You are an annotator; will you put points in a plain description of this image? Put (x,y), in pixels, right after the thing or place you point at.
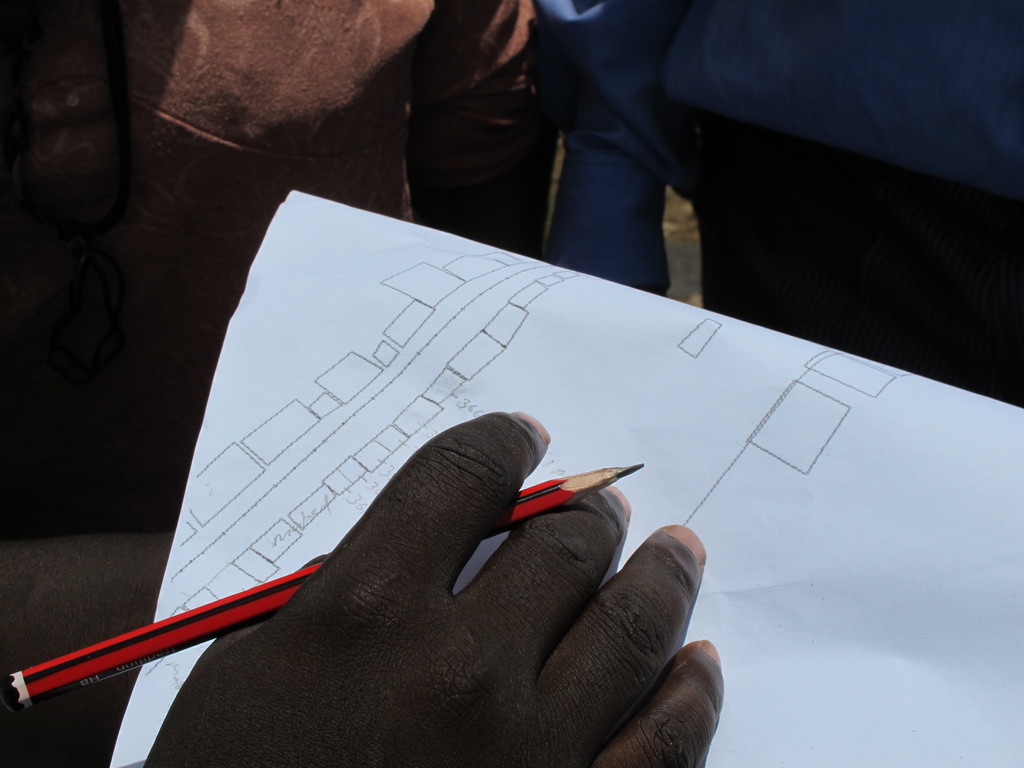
There is a person's hand (543,522) holding a pencil (567,491) on a paper (499,394) in the foreground (609,424) and there are people (606,171) at the top side (584,174).
